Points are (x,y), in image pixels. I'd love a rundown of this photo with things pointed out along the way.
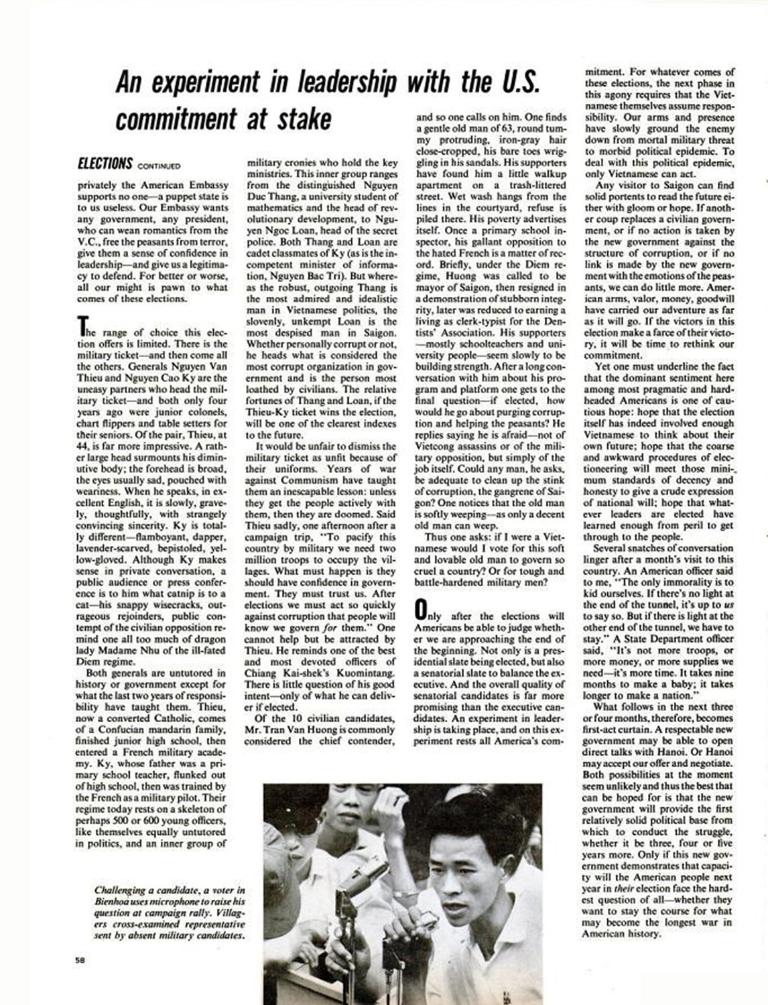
In this image, we can see a photo of the newspaper (751,125), in that photo we can see a picture (513,817) and there is some text (165,193).
